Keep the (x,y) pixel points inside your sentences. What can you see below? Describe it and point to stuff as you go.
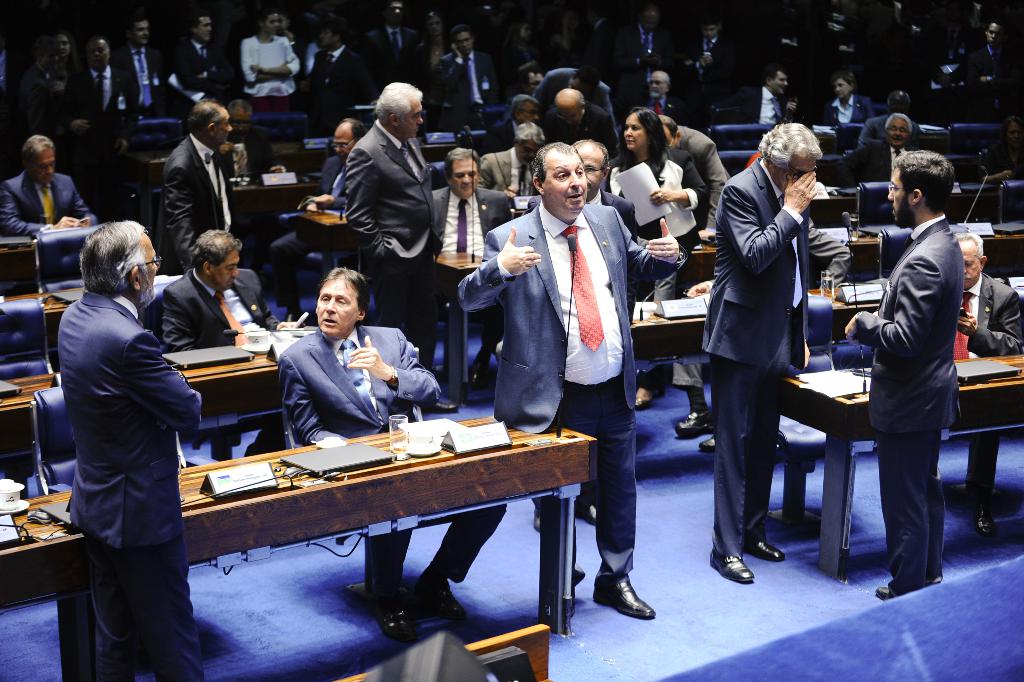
In this image there are group of people (363,403) some of them are sitting, and some of them are talking and also there are some tables (242,524). On the tables (235,392) there are some name boards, files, papers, glasses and mics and some objects (29,518). At the bottom (665,617) there is floor (779,595).
